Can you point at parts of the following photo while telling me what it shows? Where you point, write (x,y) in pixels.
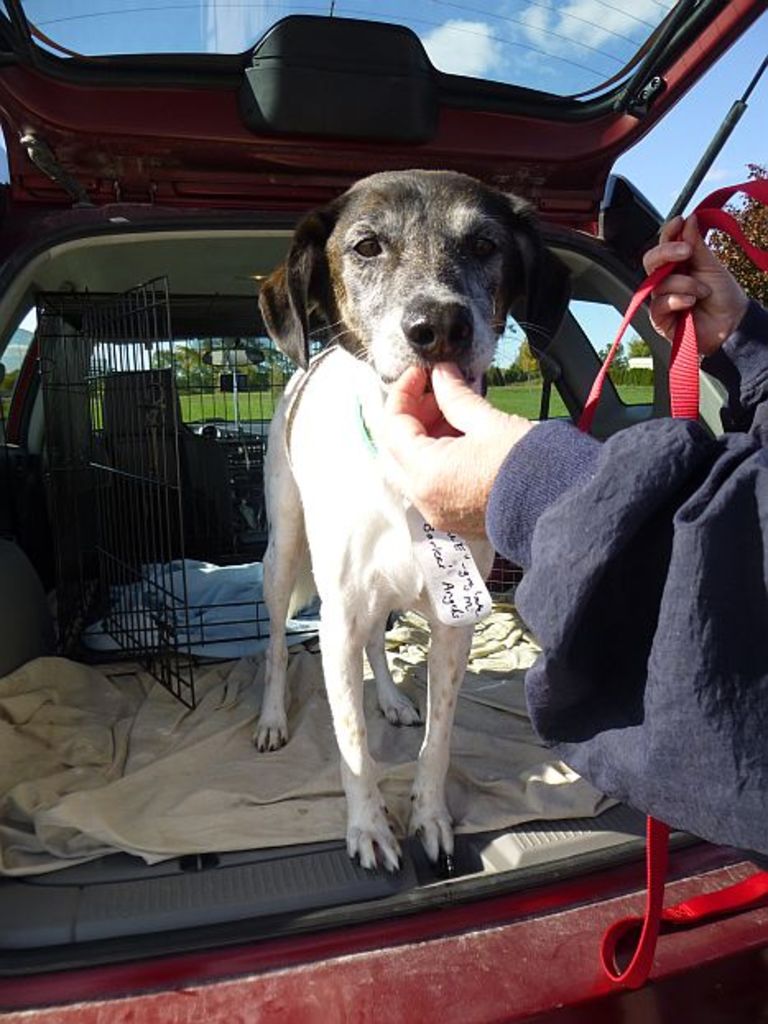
there is a white dog (349,455). in front of him there is a person (516,486). the dog (353,556) is standing in a red car (7,312). behind him there is a cage (201,414). at the back (513,407) there are grass (520,389) and trees (488,383).
